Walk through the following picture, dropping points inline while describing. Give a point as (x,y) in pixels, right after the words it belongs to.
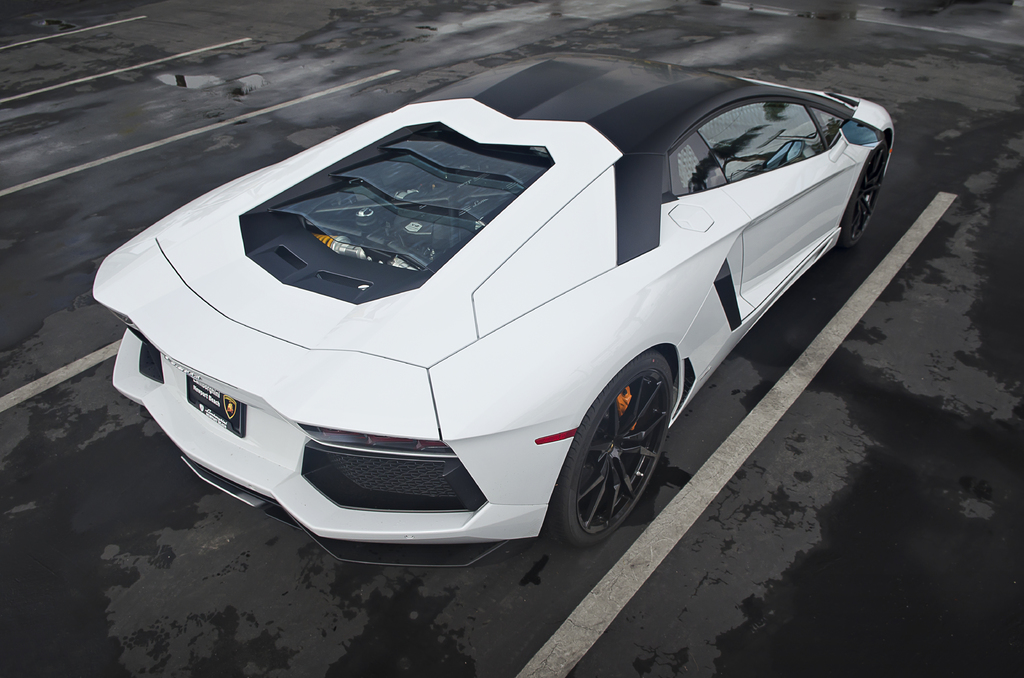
In this picture, there is a car (368,334) on the ground (720,567) which is in white in color. It is facing towards the right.
